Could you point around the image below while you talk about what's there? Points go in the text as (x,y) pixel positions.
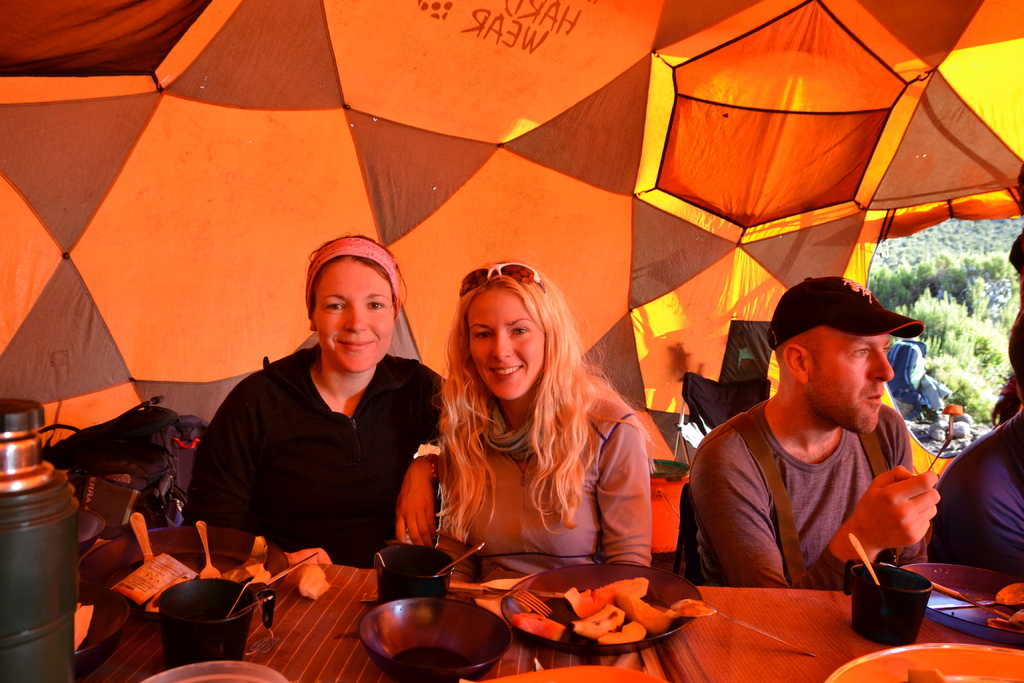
This picture describes about group of people (532,350), few are seated on the chairs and they are all in the tent (596,212), in front of them we can find few bowls (226,548), spoons (201,536), food (259,544), cups (243,626) and other things (503,598) on the tables (835,632), behind them we can find baggage (167,472), in the background (988,352) we can see trees (940,368).
